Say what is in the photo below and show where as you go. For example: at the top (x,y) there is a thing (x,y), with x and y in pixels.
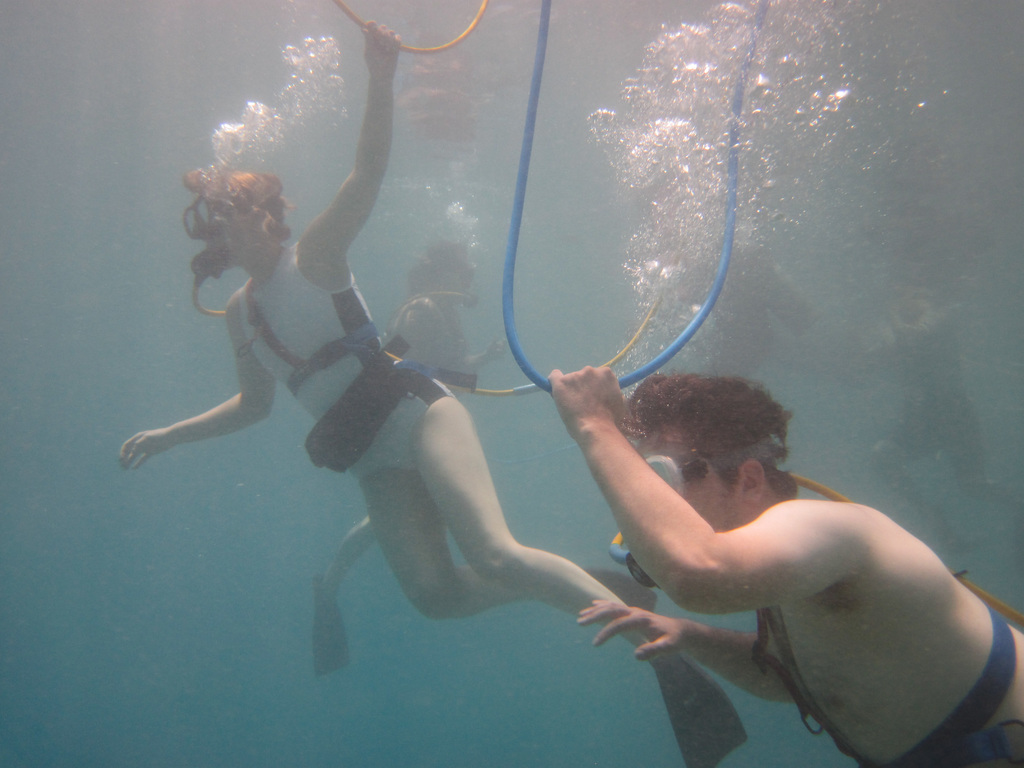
In this image, we can see people (659,543) doing scuba diving in the water (187,350).
